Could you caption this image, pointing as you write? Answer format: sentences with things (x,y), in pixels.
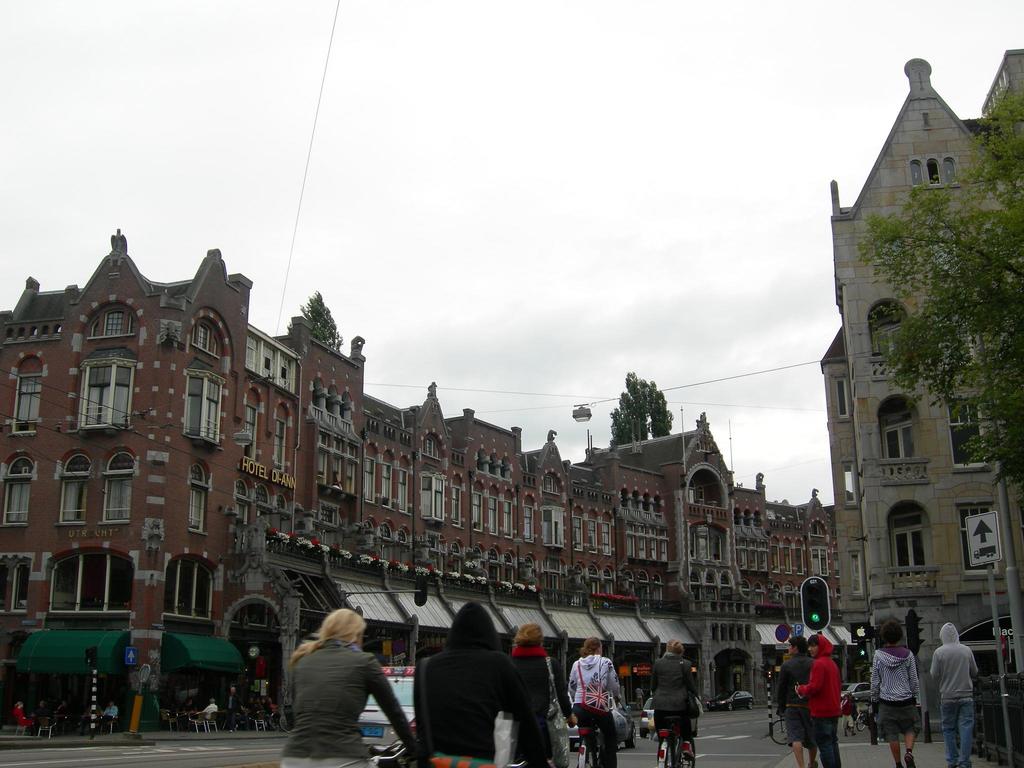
In this picture there are people (463,758), among them few people (577,705) riding bicycles (385,758) on the road (711,757) and we can see cars (723,698), traffic signals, boards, poles (771,698), buildings (750,566) and trees (660,418). In the background of the image (549,187) we can see the sky (575,200).
